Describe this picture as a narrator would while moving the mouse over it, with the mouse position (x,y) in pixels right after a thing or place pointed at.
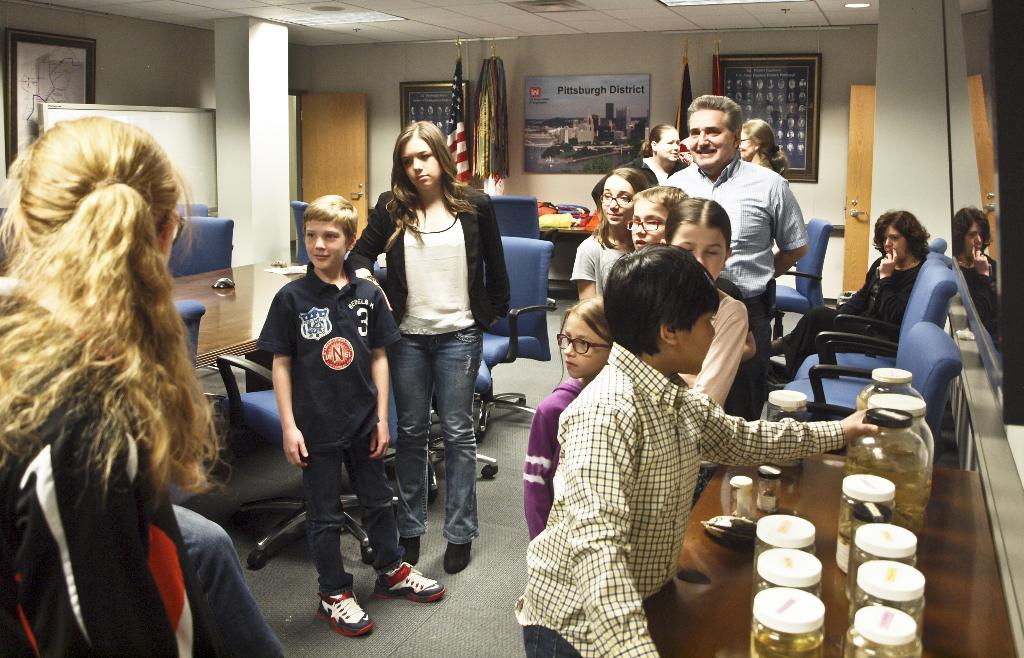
In this image, we can see people (481,277) and some of them are wearing glasses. In the background (493,334), there are chairs (863,348), tables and there are some jars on the stand (829,552) and we can see flags (492,83) and there are boards (571,88) and frames (18,58) on the wall (514,87) and some other objects (560,211) on the table (566,217). At the top (450,24), there are lights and there is a roof (702,20). At the bottom (455,605), there is a floor (478,600).
